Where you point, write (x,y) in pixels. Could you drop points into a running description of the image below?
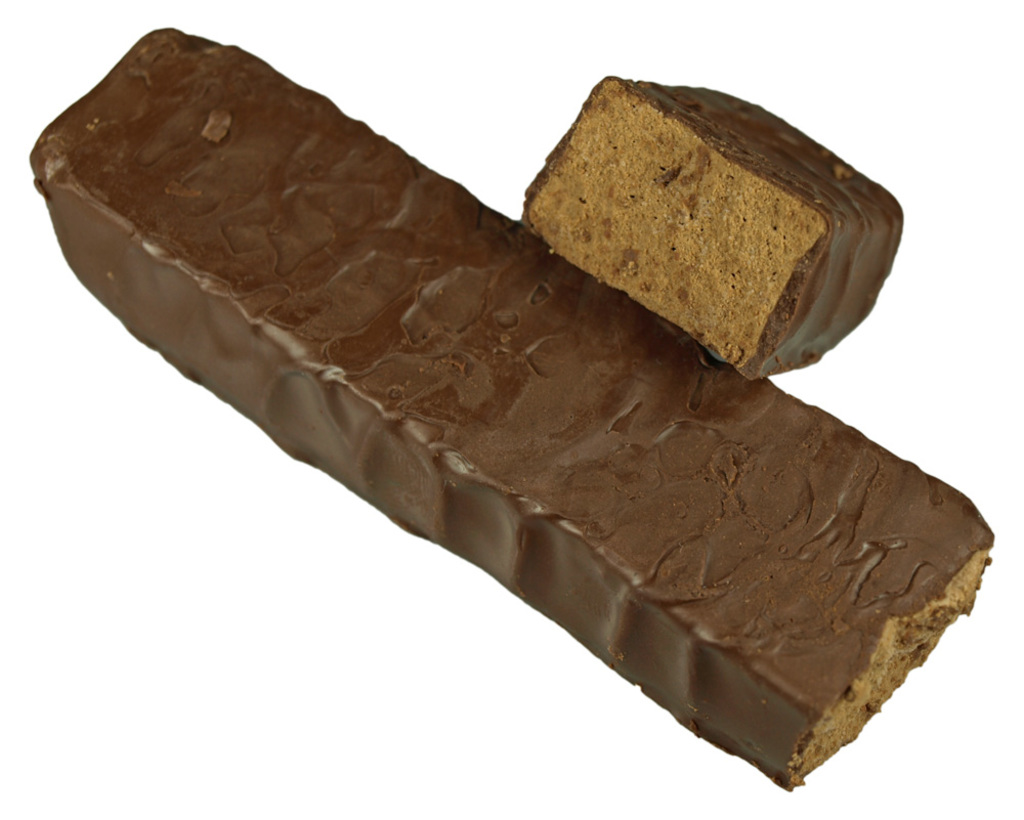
In this picture we can see two pieces of a brown chocolate bar (674,433).
